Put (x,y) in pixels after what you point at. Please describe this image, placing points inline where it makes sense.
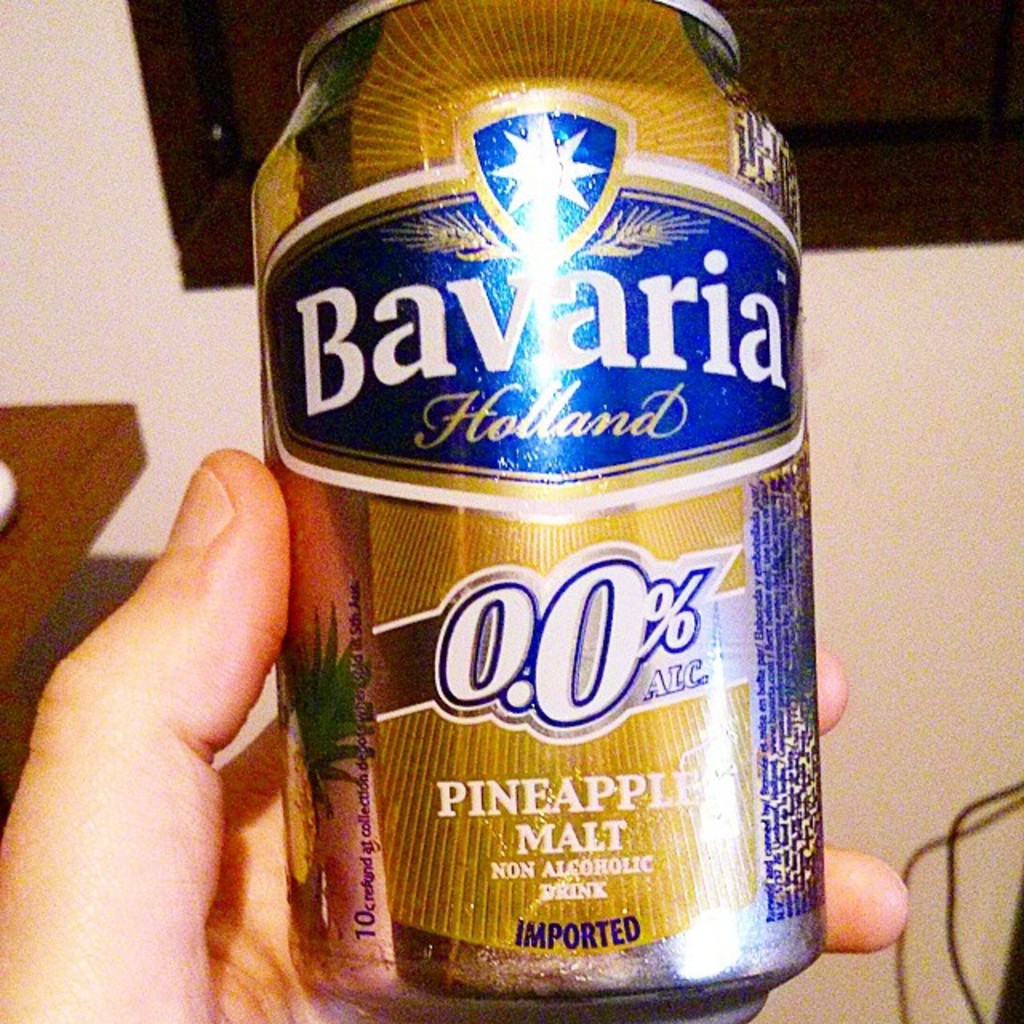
In the center of the image (353,479) we can see a person (270,851) is holding a tin (669,335). In the background of the image (961,511) we can see the wall (911,247), board (938,13), table (46,476), wire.
